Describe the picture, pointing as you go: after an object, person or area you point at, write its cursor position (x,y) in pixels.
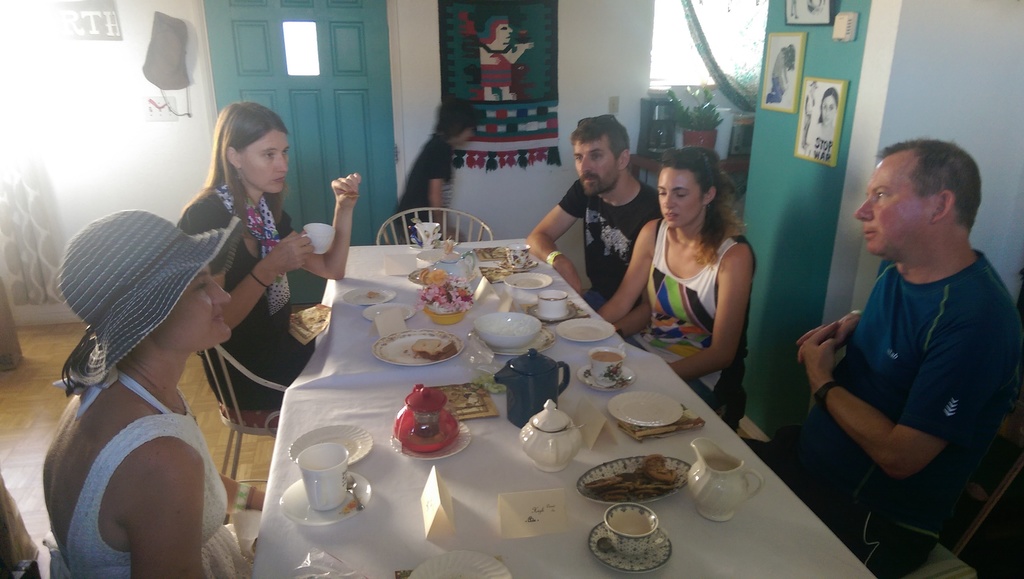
This is a picture taken inside a room (956,531). There are few people (944,529) in the room (946,529). Five (941,529) among them are sitting on chairs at the table (751,564). The woman (177,522) to the left corner (141,514) is wearing a white dress (99,488) and a hat (126,348). The woman (277,307) beside her is wearing a black dress (258,325) with a colorful scarf (279,292) and she is holding a cup (325,225). Opposite to her there is a man (552,221) sitting on the chair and behind there is table (646,163) on which there is coffee maker (651,137) and a houseplant (696,129). There is curtain (33,190) to the left corner of the image (20,194). There are some photo frames (802,118) and things (510,71) displayed on the wall (432,58). There is a door (359,64) and wall (405,82) in the background (378,74). There is also a kid (428,150) in motion. On the table (352,344) there are many things (382,300) like plate (388,358), cup (340,460), saucer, tea mugs (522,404), food (605,477) and some flowers (437,306).
